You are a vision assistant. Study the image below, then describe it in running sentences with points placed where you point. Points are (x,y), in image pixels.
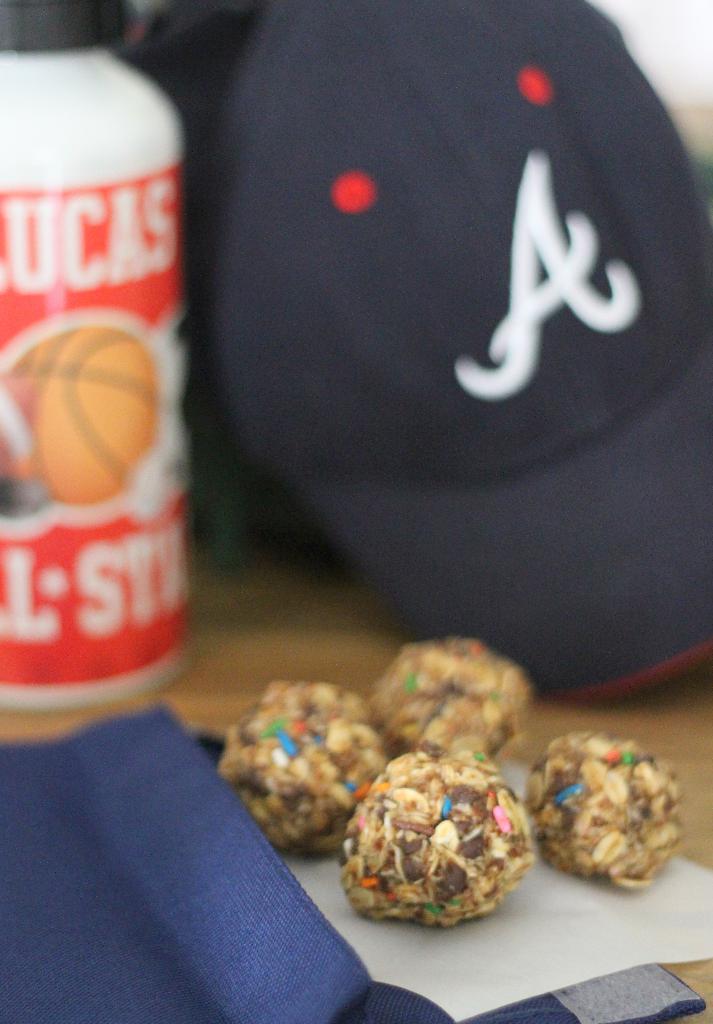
We can see food (313,699), cap (463,42), bottle (19,72) and objects (255,1020) on the surface (309,634).
